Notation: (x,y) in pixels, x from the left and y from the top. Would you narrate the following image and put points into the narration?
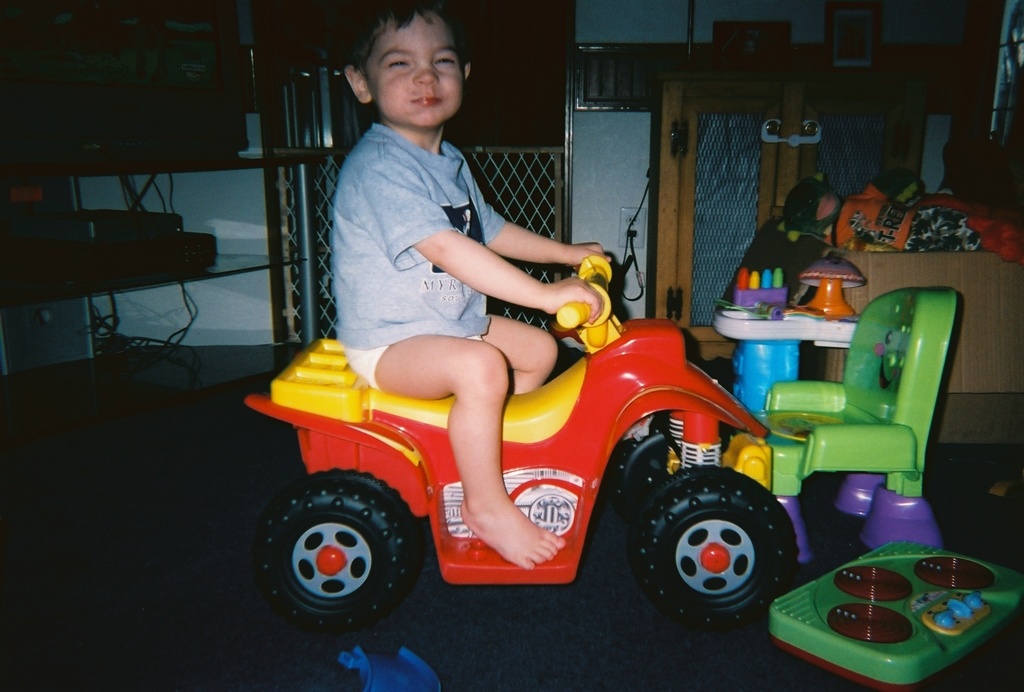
In this image it looks like an inside of the house (832,493). And there is a person (353,153) sitting on the toy (579,416). And there is a chair (950,317). And a playing object (929,236) in the box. And at the back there is a stand (106,241). On the stand (166,182), there are T. V (88,95), DVD player (136,263) and wires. And there is a wall (92,200). There is a cupboard (694,248). On that there are photo frames (872,18).
